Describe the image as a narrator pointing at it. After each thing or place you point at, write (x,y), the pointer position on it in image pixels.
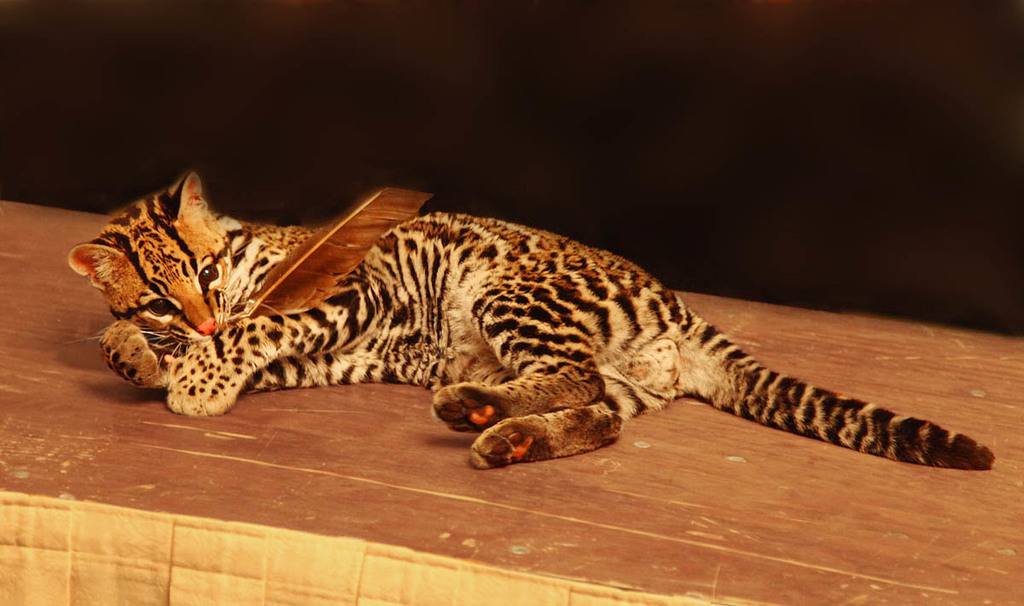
In this image, in the middle (454,362), we can see a cat (460,400) holding something with it mouth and lying on the table (387,505). In the background (514,118), we can see black color.
